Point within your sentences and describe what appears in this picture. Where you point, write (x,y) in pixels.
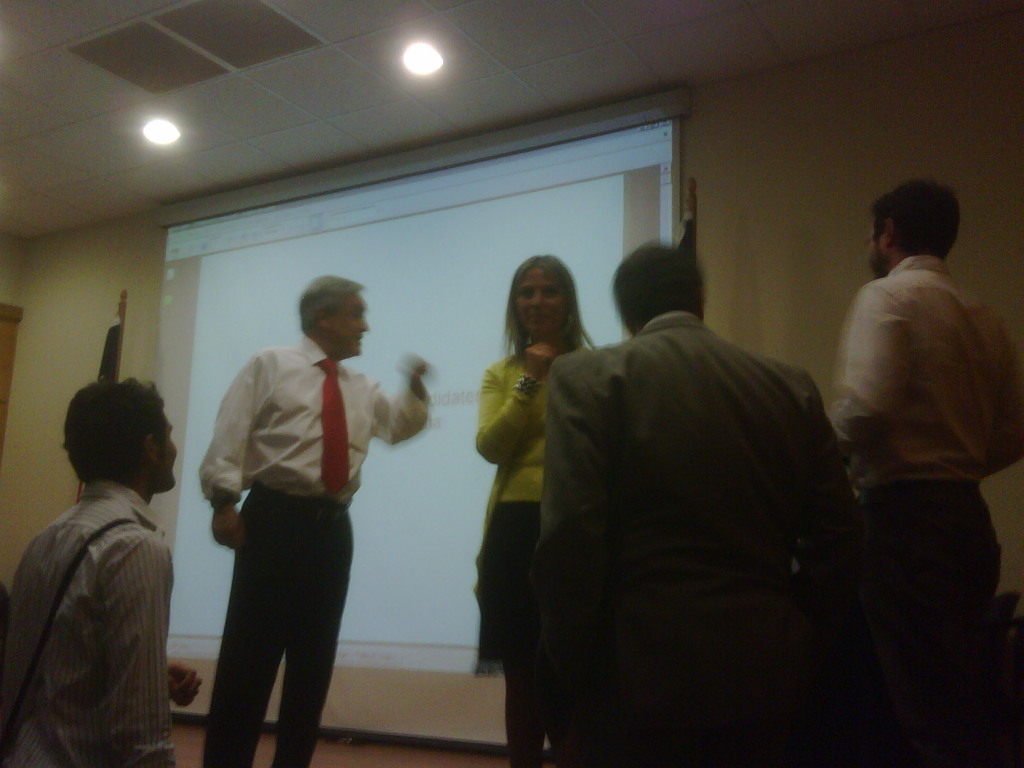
In this image we can see a woman (515,286) and four men (302,755) are standing. In the background (360,239), we can see a big screen (468,240) and wall (853,165). At the top of the image (377,84), we can see the roof (362,83) and lights (150,137).
